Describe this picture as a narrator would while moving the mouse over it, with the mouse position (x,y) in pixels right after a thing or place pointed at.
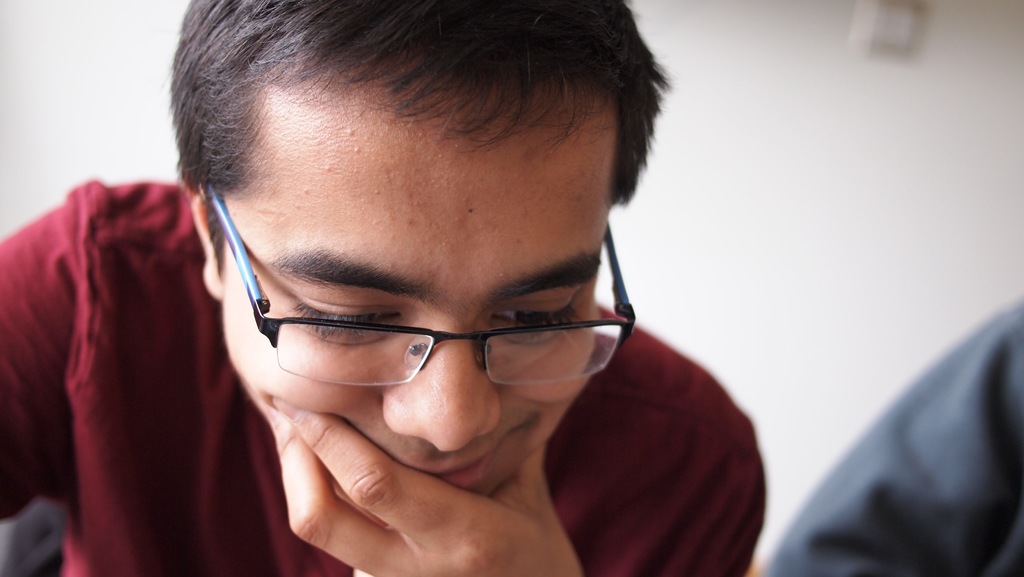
In the foreground of this picture (164,310) we can see a person (593,367) wearing spectacles (370,351) and seems to be standing. In the background (914,482) we can see the wall (829,177) and some other objects (881,489).
